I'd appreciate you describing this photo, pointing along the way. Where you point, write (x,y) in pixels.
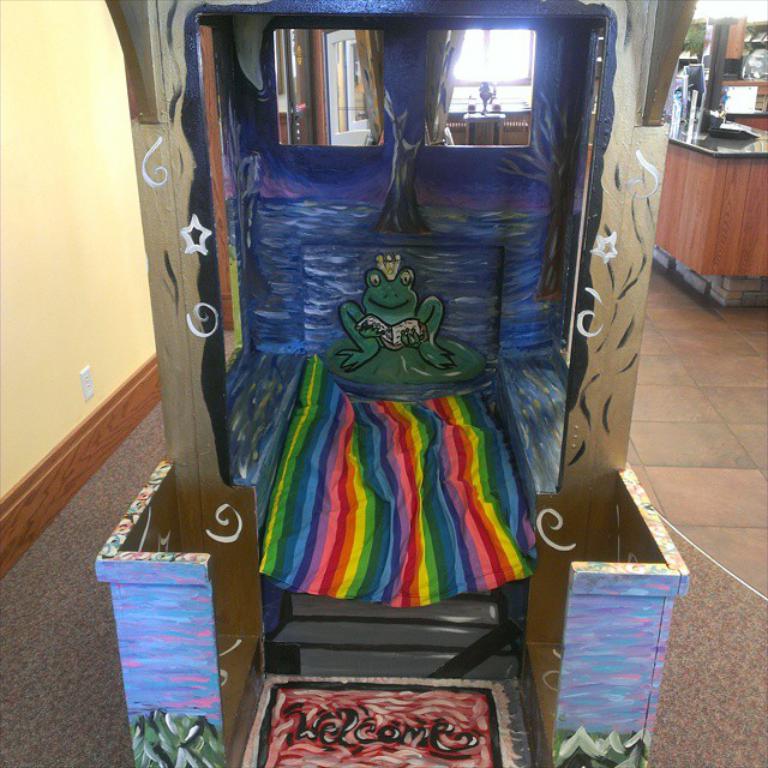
In this image we can see the wooden object (607,675) and some painting (190,234) on it, we can see the cloth (367,541), two mirrors (339,143), on the left (66,104) we can see the wall (41,363), on the right (715,209) we can see the wooden table (721,169) and few objects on it.
